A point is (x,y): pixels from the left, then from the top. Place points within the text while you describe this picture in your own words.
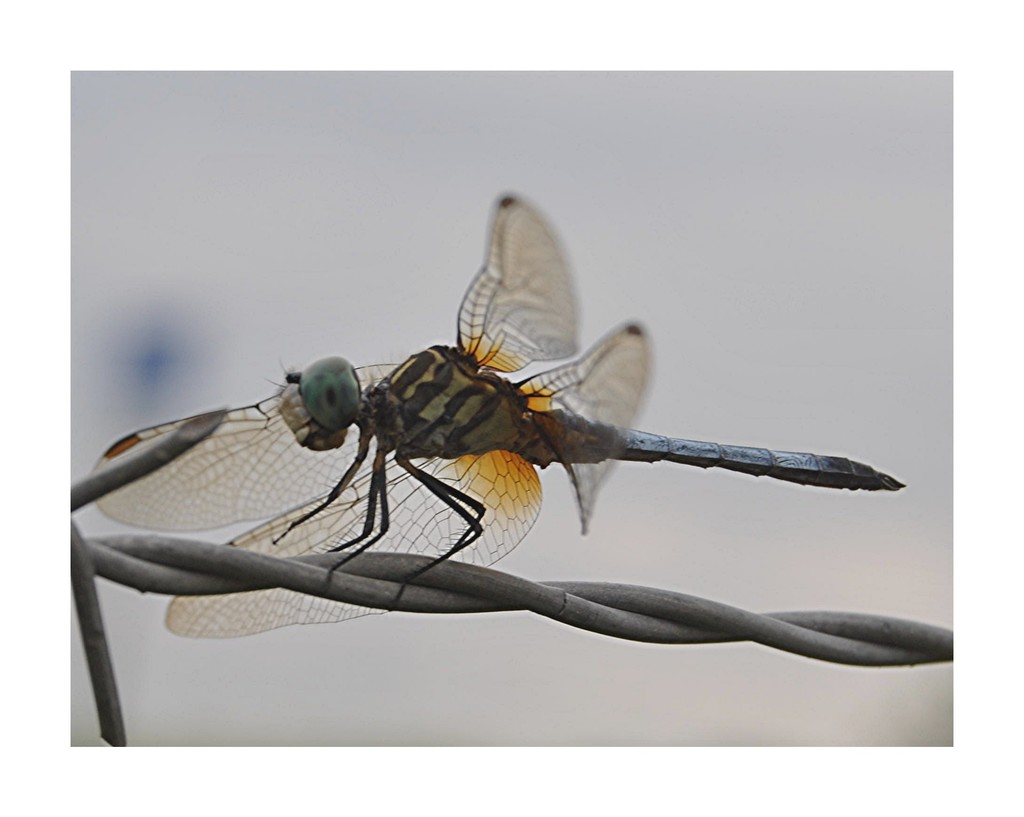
The picture consists of a dragonfly (461,441) on iron cable (448,602). The background (128,243) is blurred.
